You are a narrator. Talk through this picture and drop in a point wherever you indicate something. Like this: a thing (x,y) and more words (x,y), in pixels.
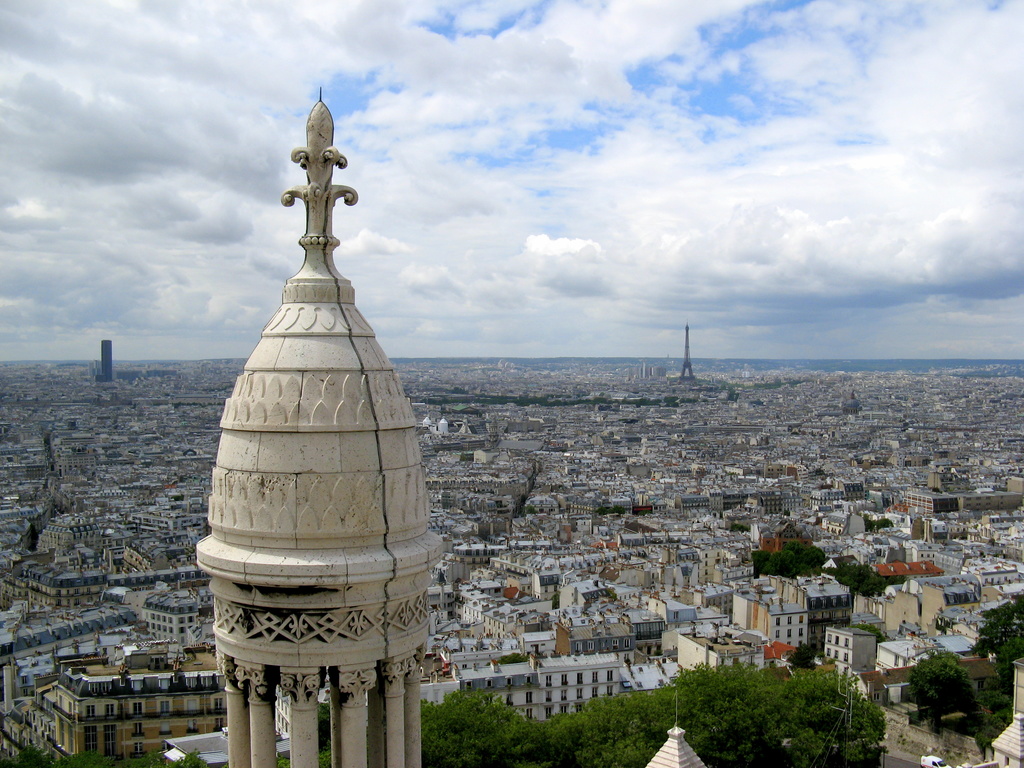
This image is taken from the top, where we can see the city (670,655) which includes, towers (249,363), buildings (687,566), trees (722,715), sky (738,323) and the cloud (681,175).
